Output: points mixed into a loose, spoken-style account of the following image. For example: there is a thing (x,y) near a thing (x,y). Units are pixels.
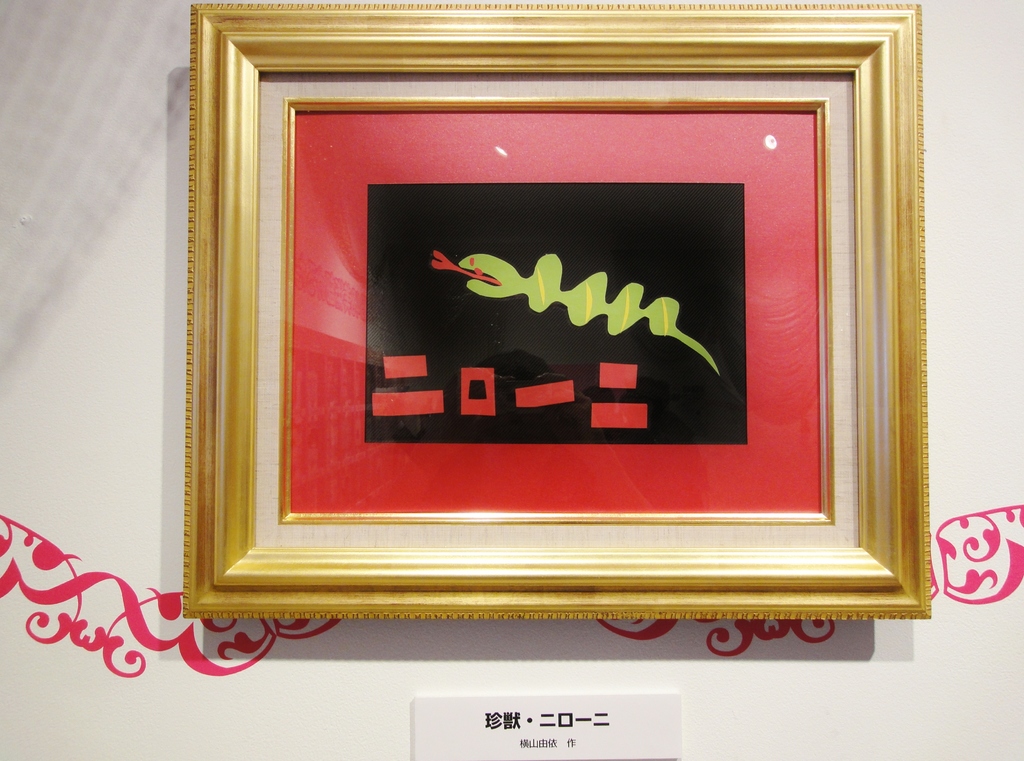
In this picture we can see a frame (705,269) on the wall (668,674).
